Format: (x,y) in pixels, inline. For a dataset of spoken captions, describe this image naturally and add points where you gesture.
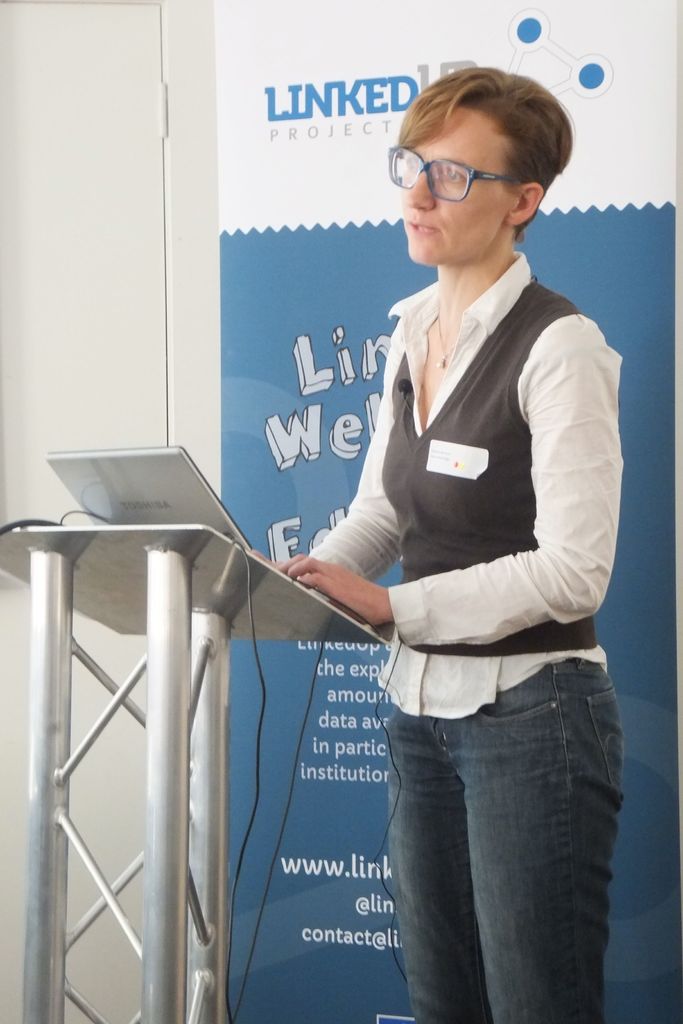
In the image we can see there is woman (484,486) standing near the podium (178,544) and there is laptop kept on it. Behind there is a banner (319,376).
